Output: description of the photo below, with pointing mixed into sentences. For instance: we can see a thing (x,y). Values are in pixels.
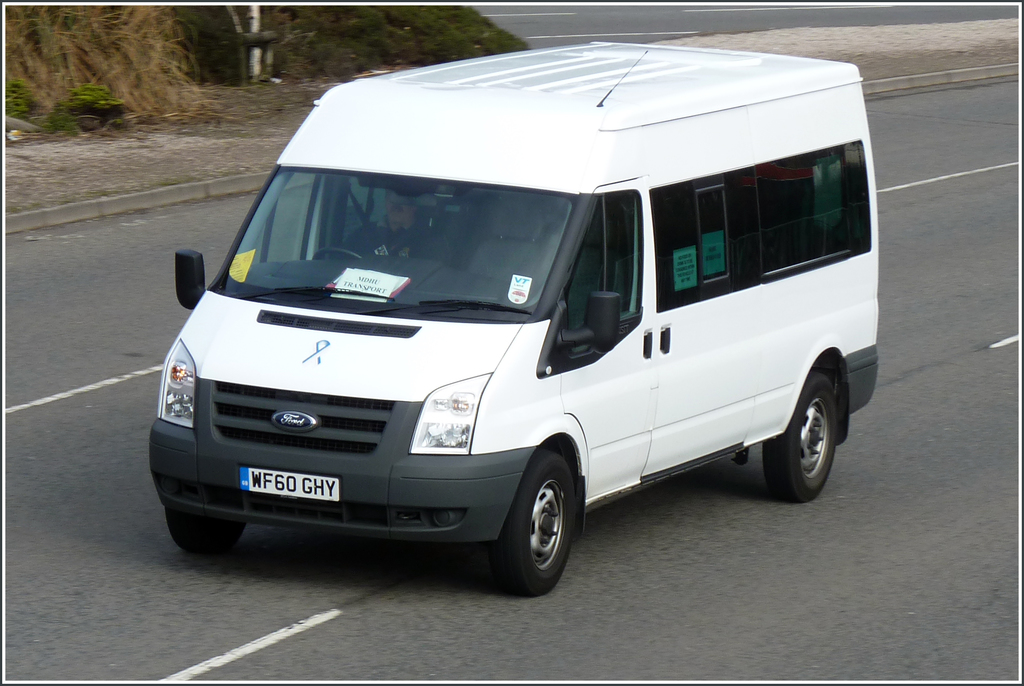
In this image we can see a person (405,230) sitting inside a vehicle (424,369) moving on the road (740,602). In the background (447,36), we can see a pole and some plants (183,57).
